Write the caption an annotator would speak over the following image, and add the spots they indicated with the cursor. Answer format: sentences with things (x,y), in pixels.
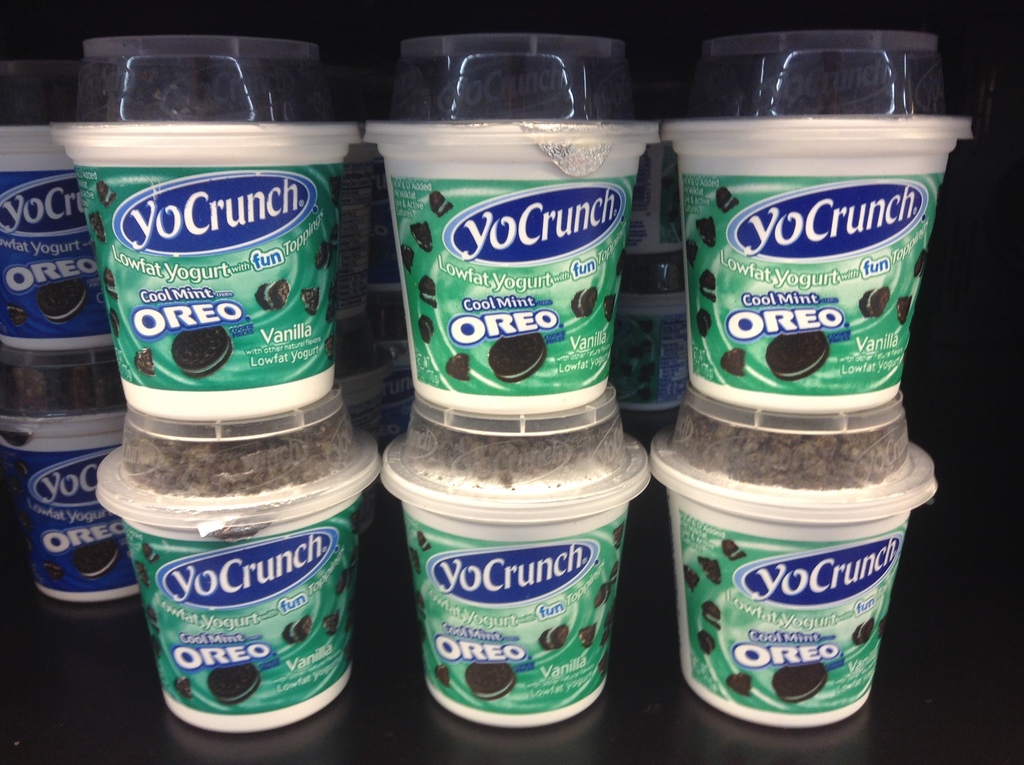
In this image we can see some Oreo food cups (510,323) on the surface (975,712).
